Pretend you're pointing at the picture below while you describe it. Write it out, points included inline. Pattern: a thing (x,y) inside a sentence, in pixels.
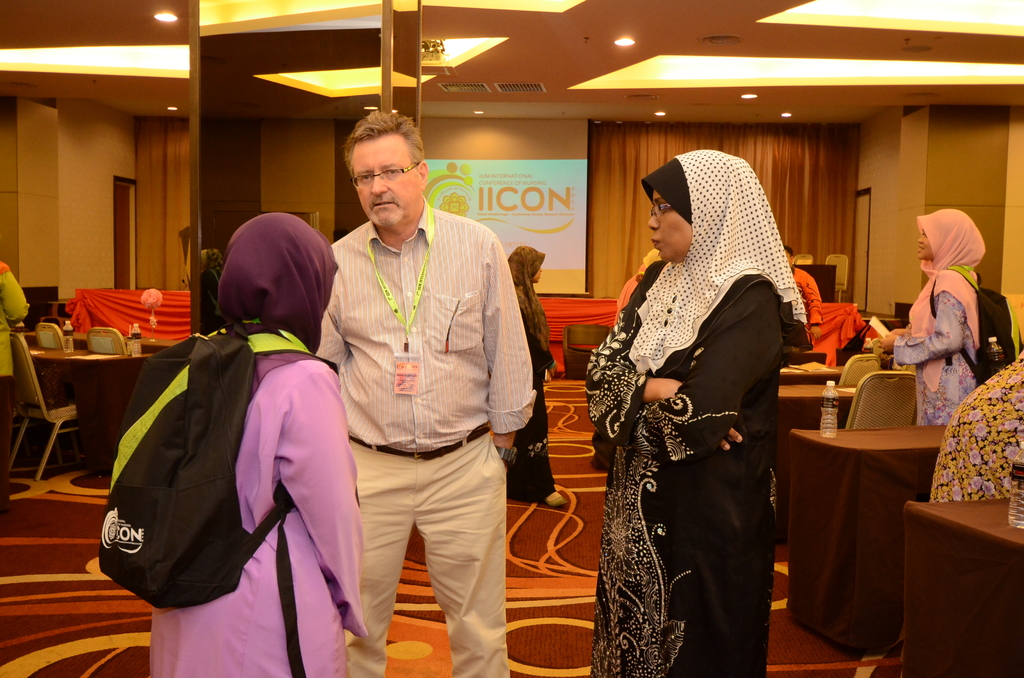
In this image, we can see a man (411,356) wearing an id card (401,365) and there are some ladies (610,402) standing and wearing bags (201,483). In the background (870,478), we can see tables (905,431) and chairs (863,406) and projector screen (542,183). At the top, there is roof (550,81).
